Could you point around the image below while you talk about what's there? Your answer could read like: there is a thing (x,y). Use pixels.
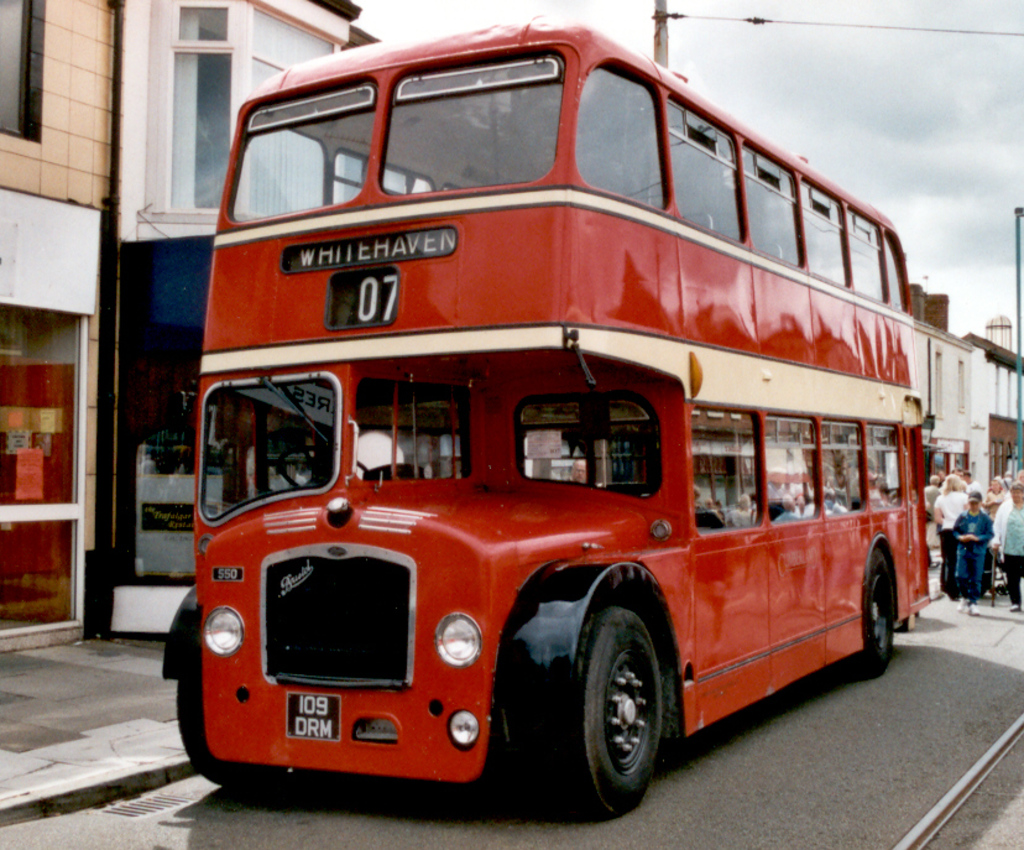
In this image we can see a red color double Decker bus (690,596) on the road (647,835). Here we can see these people (970,473) on the road (902,658), we can see people's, houses (957,342) and the cloudy sky (880,169) in the background (739,58).
